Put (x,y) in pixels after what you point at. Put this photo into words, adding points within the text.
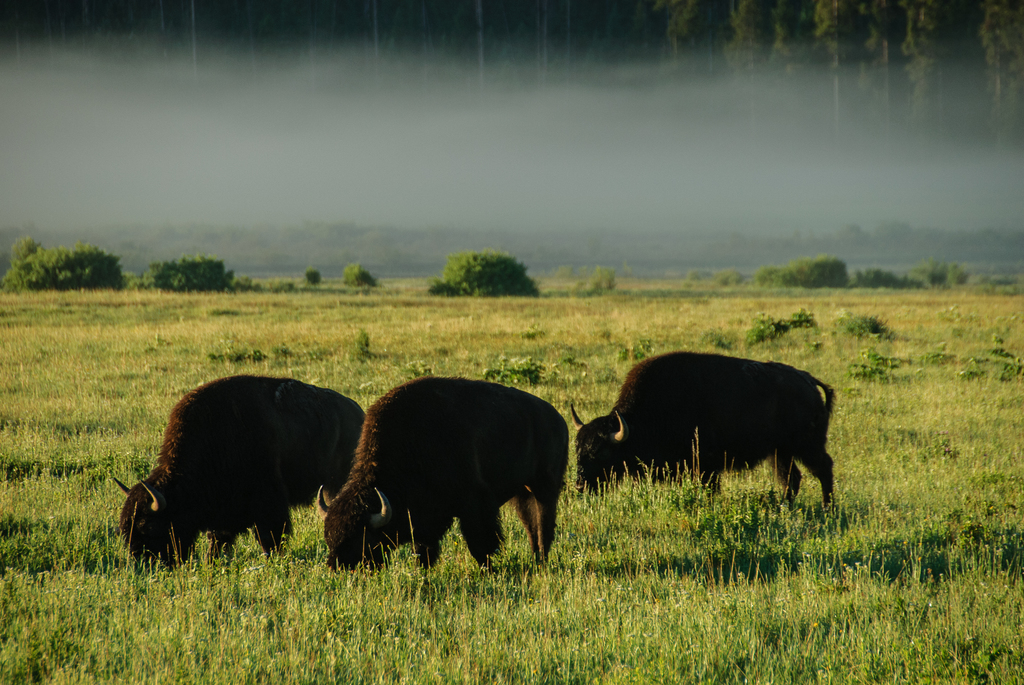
Here we can see animals (194,536) on the ground (922,585). This is grass (413,604) and there are plants (604,275). There is a blur background (44,258) with greenery (944,61).
